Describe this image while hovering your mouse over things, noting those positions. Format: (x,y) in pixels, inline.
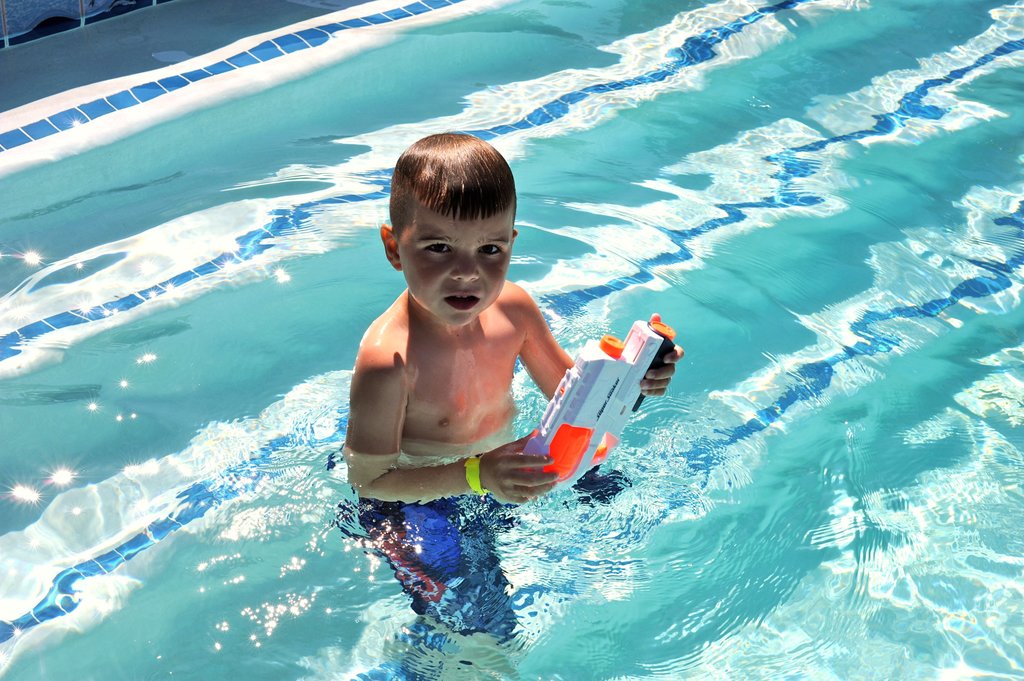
In this picture we can see a boy (427,312) in the water (355,283) and he is holding a toy (579,385).
